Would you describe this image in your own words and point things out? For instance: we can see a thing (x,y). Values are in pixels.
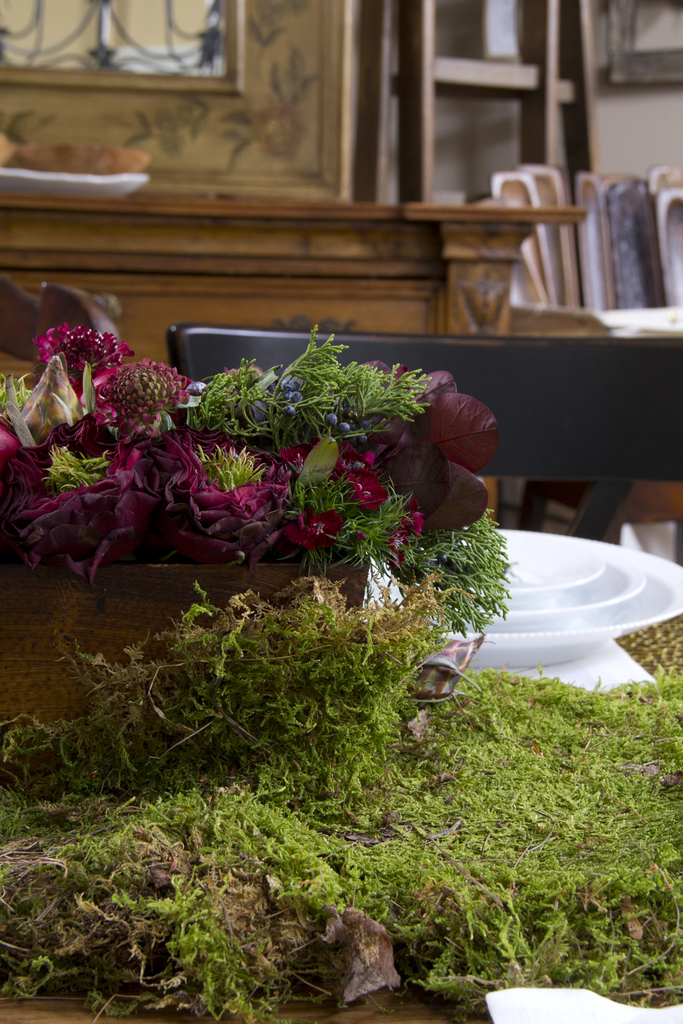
There is grass (233,885) on a surface (354,1014). Also there is a basket (181,596) with some flowers (223,437). There are plates (549,629) on the surface (627,638). In the back (541,386) there is a chair (520,390). In the background (458,240) there are some wooden items (260,101).
